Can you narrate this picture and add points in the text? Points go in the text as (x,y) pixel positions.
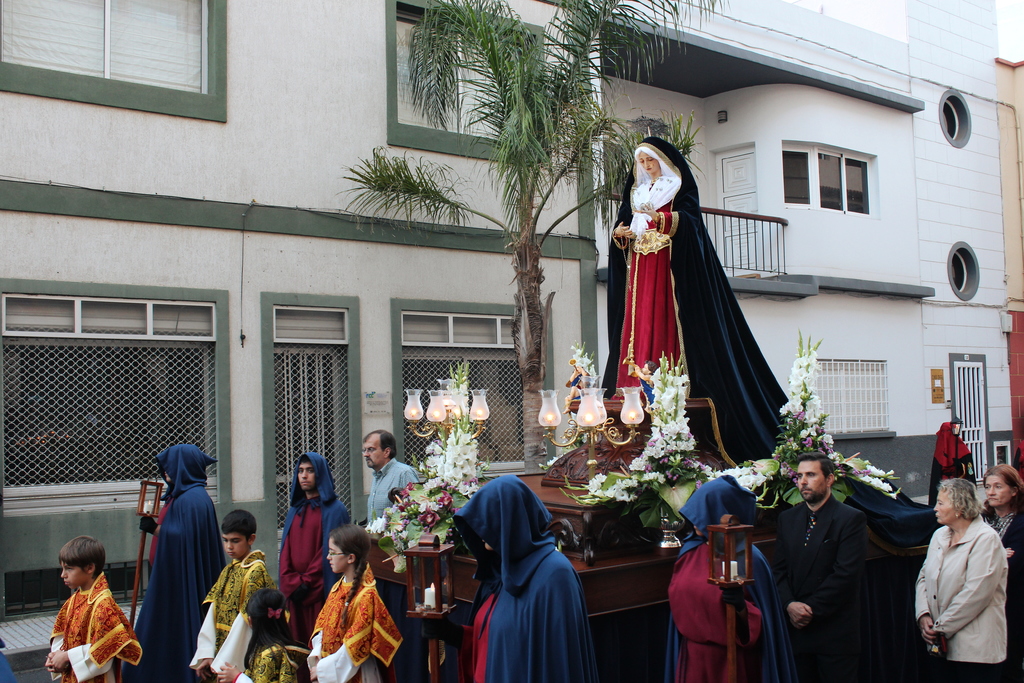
In this image I see number of people (225,568) in which these 4 of them (528,636) are wearing same dress (180,494) and I see a brown color thing (553,526) over here on which there is a depiction of a woman (648,256) over here and I see the flowers (691,442) and lights (446,425) and in the background (10,471) I see the buildings (869,80) and I see a tree (532,150) over here.
